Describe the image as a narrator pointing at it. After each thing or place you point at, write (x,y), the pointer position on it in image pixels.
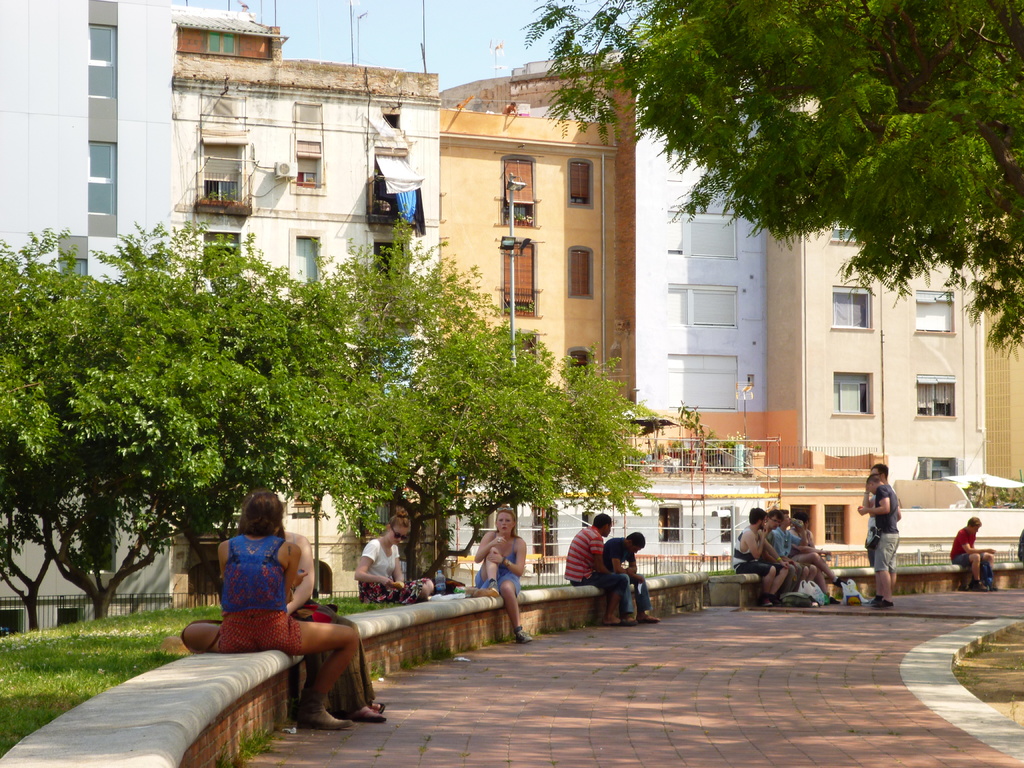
In the middle of the image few people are standing and sitting. Behind them there is grass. Bottom left side of the image (164,519) there are some trees (32,291). Behind the trees (13,297) there are some poles (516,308) and buildings (511,153). Top right side of the image (780,225) there are some trees (987,307).
